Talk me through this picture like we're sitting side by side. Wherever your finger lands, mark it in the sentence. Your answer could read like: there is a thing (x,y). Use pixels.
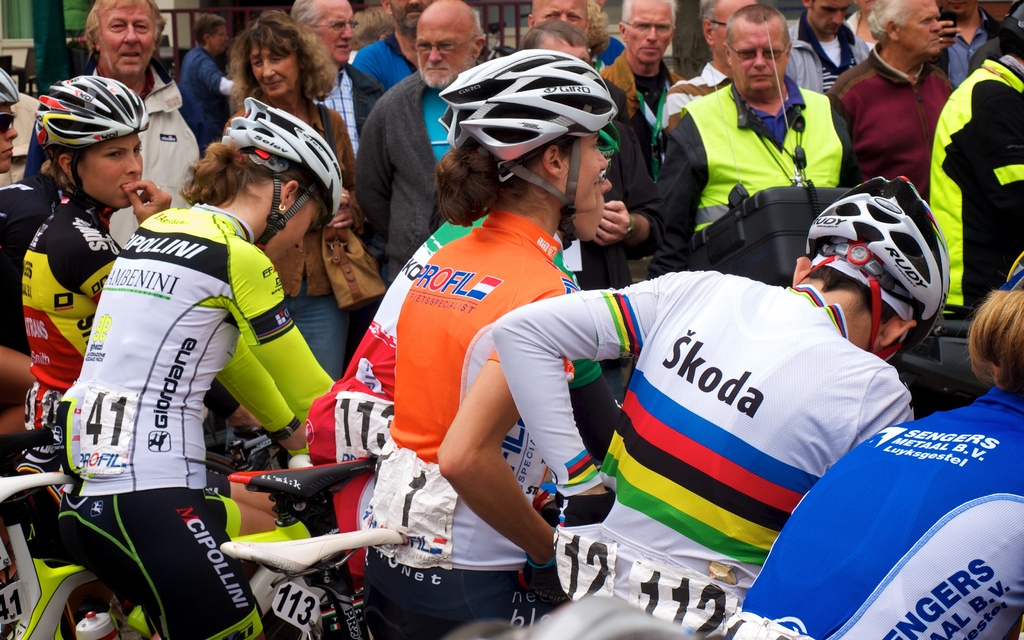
In the image we can see there are people (579,490) sitting on the bicycle (17,438) and they are wearing helmets (330,157). Behind there are other people (358,89) standing.
